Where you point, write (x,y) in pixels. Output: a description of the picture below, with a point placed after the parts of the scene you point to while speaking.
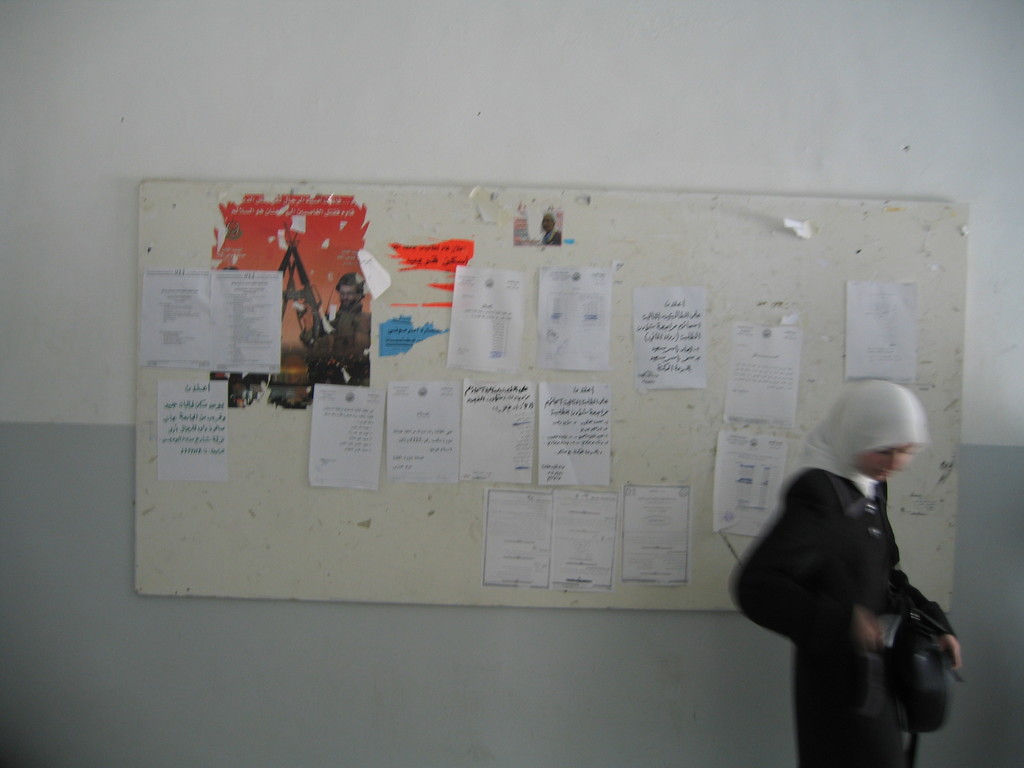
In this image I can see a woman (865,399) is standing on the right side (815,720) and I can see she is holding a bag (916,618). I can also see she is wearing black colour dress (850,558) and on her head (862,460) I can see a white colour cloth (895,443). In the background (483,507) I can see a board (611,196) on the wall (291,672) and on this board (471,261) I can see number of white colour papers (530,437) and a poster (347,307). I can also see something is written on these papers (517,450).
